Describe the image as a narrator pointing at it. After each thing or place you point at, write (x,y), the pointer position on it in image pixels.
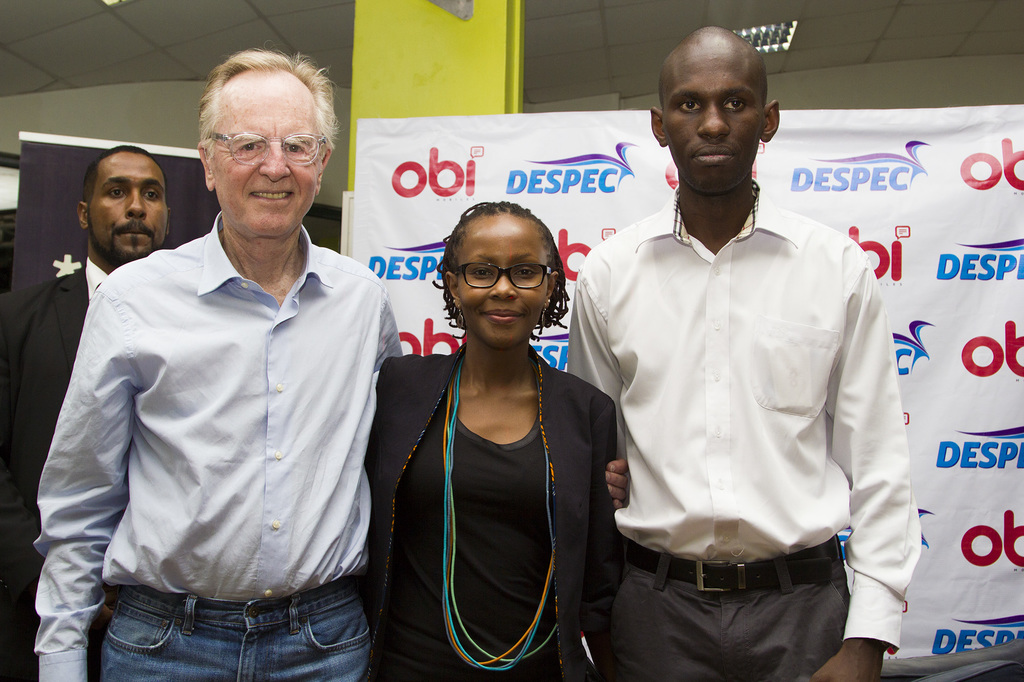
In the center of the image (548,384) some persons (416,512) are standing. In the background of the image (421,285) we can see banner (415,142), board (59,187), pillar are there. At the top of the image (606,71) roof (682,12) and light (779,46) are there.
